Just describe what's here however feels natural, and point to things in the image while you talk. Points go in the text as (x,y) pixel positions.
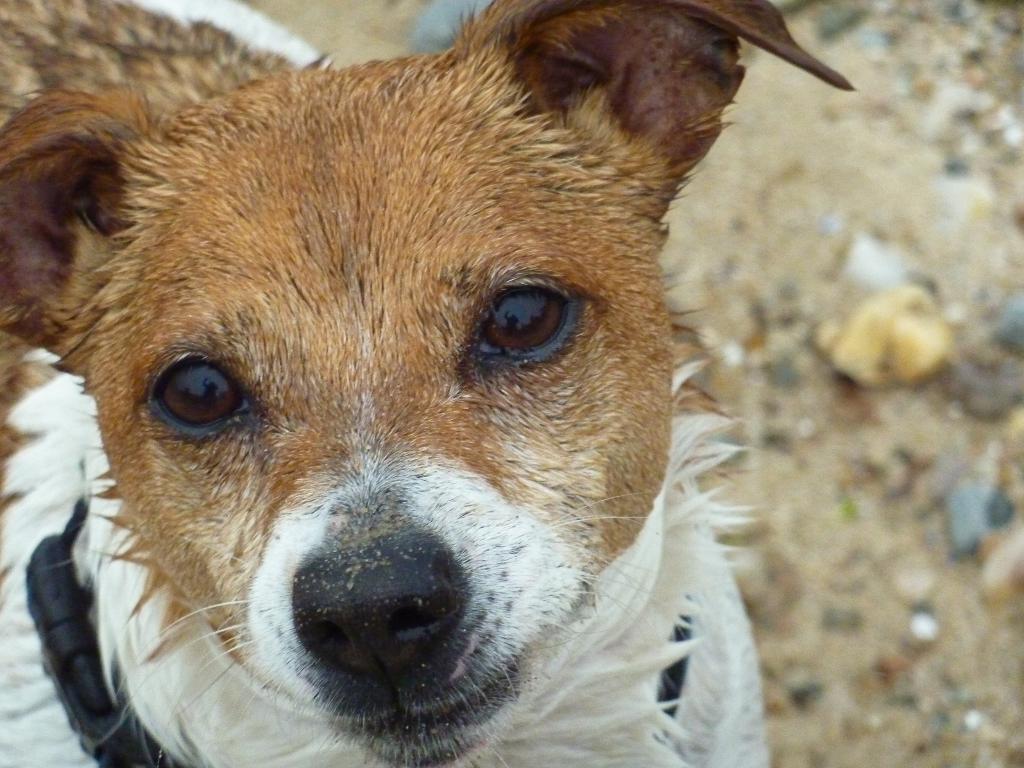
In this image, we can see a dog (417,473) is watching. Background (1011,726) we can see blur view. On the right side of the image (796,436), there is a ground (787,358).
